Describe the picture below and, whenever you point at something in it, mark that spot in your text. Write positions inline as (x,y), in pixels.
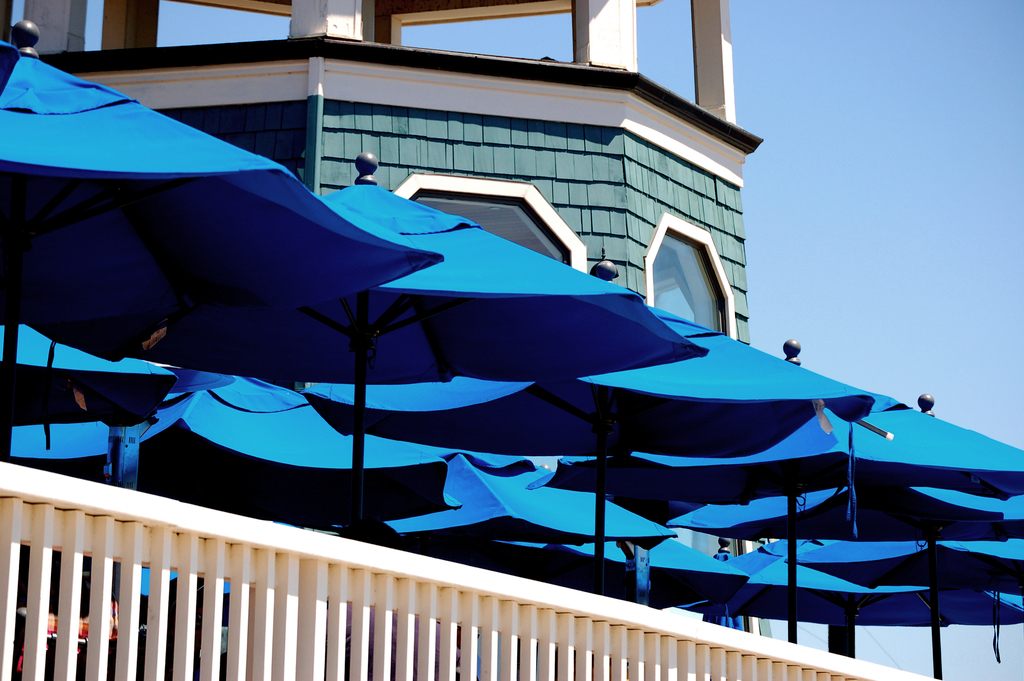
This is an outside view. At the bottom of the image (239,630) I can see the railing (255,603). At the back of it there are some blue color umbrellas (314,436). In the background (455,171), I can see a building (544,124). At the top (885,99) I can see the sky (943,171).
